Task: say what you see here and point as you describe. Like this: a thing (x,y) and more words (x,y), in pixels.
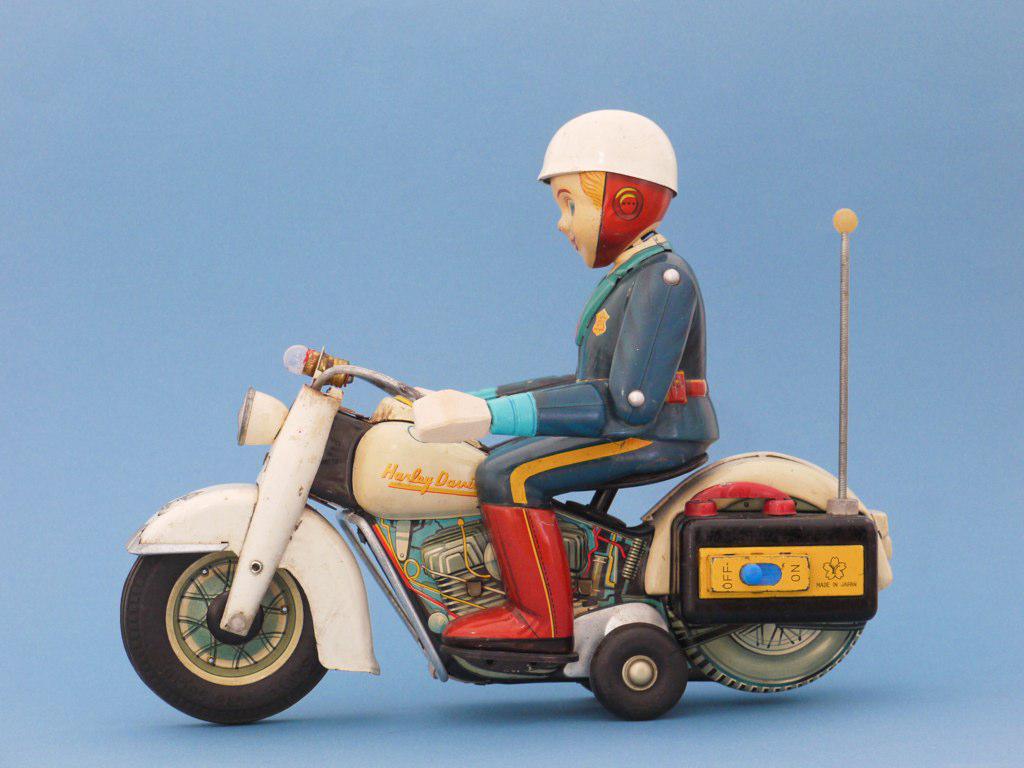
In this image I can see the toy (605,342) of the person (623,428) and the bike (696,578). The person (494,506) is with blue and red color dress (582,407) and the bike (276,502) is in white color. And there is a blue color background (286,159).
